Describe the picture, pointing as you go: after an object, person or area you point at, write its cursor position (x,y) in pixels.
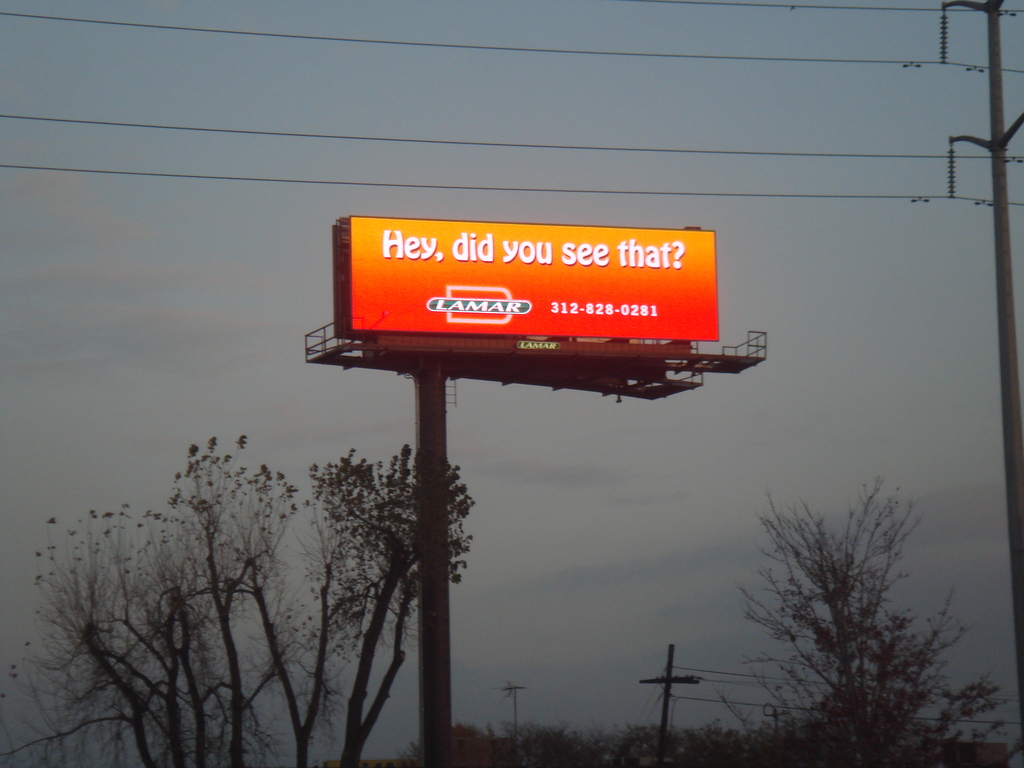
In this image, we can see a hoarding (447,323). There is a tree (321,673) in the bottom left (219,682) and in the bottom right of the image (893,697). There are pole (516,711) at the bottom of the image (514,697). There is an another pole (1005,362) on the right side of the image (1014,372) contains some wires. In the background of the image (471,161), there is a sky (233,328).
